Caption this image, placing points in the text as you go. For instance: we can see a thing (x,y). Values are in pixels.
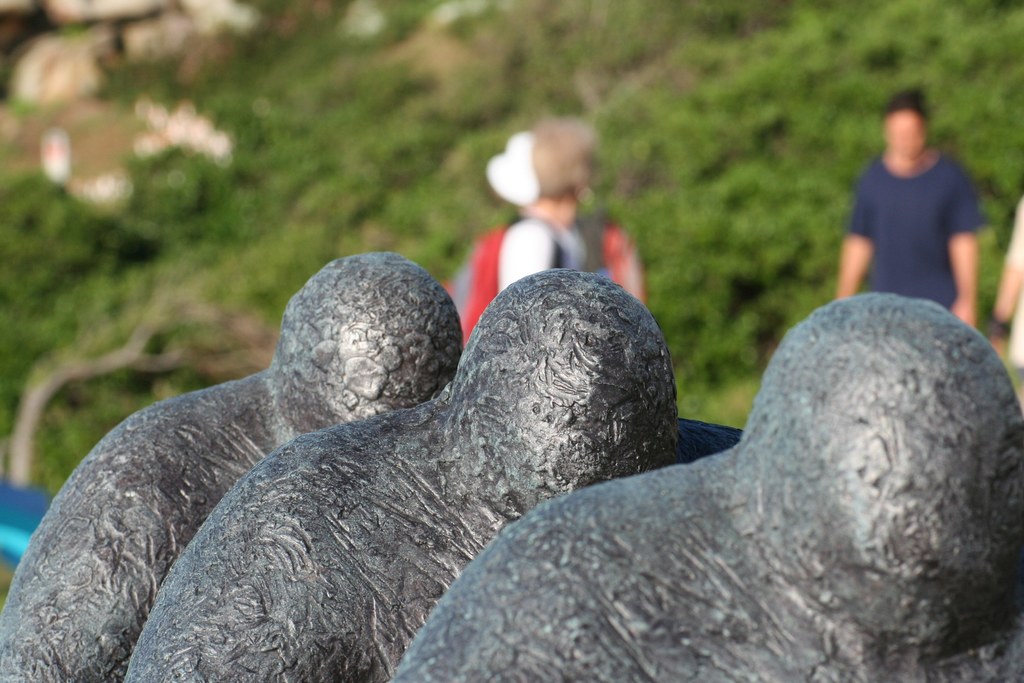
In this picture we can see sculptures (194,503). In the background of the image (890,252) it is blurry and we can see people (876,248).
